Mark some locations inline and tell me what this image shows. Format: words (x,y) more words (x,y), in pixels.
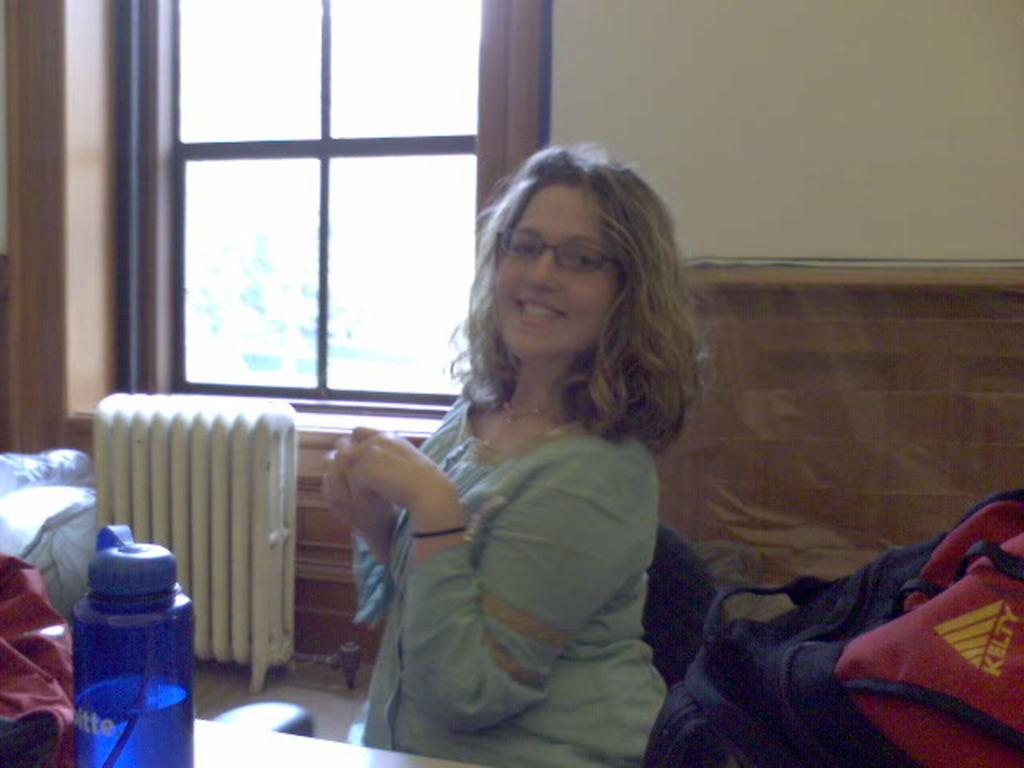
This image is taken indoors. In the background (890,271) there is a wall (939,271) with a window (307,293). In the middle of the image (555,497) a woman (615,469) is sitting on the chair (679,580). At the bottom of the image (401,760) there is a table (213,756) with a bottle (97,700), a jacket (34,688) and a backpack (748,678) on it. On the left side of the image (49,483) there are a few things (42,505) on it.
